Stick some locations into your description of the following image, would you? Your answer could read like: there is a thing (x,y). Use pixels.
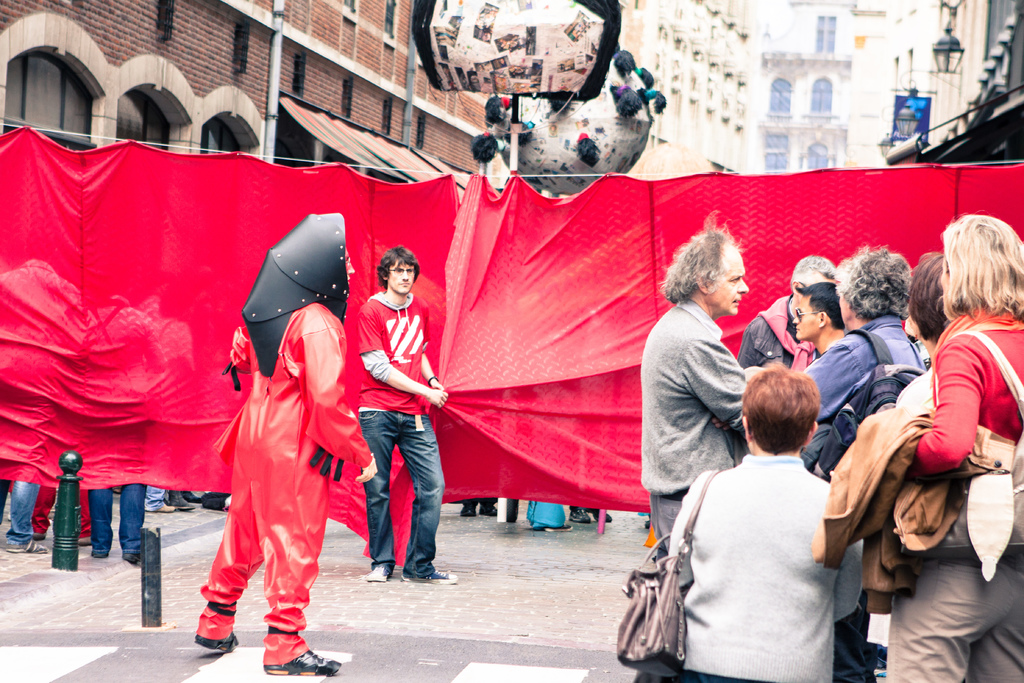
In this image we can see a man (246,438) wearing fancy dress (264,507) and standing on the road (252,616). We can also see some persons (124,557) standing. There is a red color cloth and also an object (565,107). In the background (256,105) we can see the buildings (838,97), light (951,69) and also the blue color hoarding (920,104). We can also see the black color rods (76,503) on the left (147,582).
